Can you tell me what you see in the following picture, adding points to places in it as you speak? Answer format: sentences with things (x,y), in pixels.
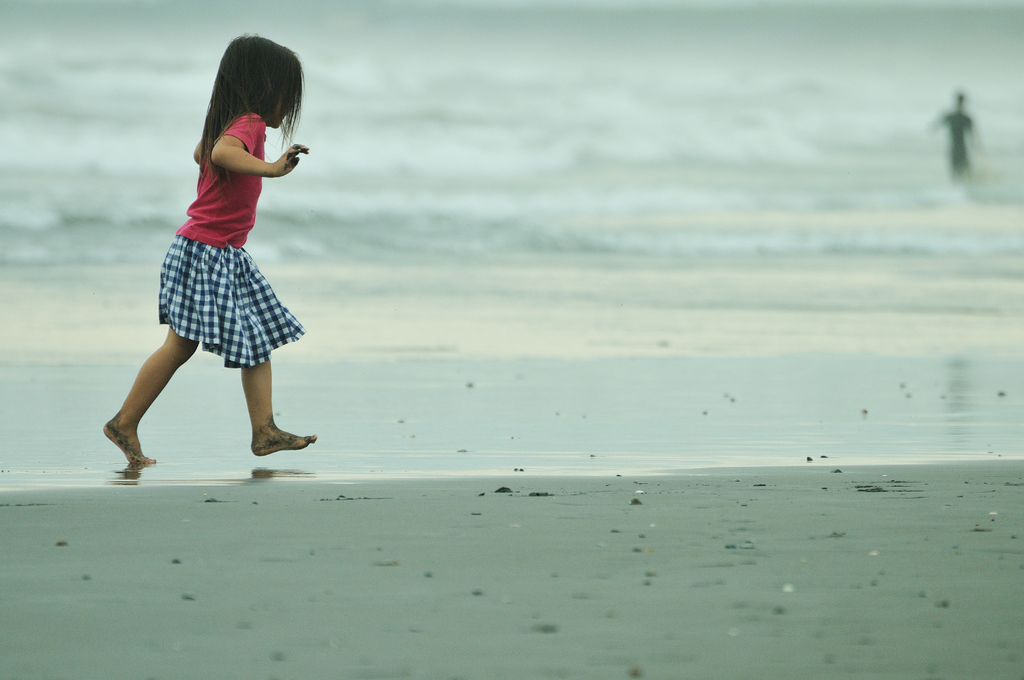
In this image we can see there is a girl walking in the beach (887,523), also there is another man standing in the middle of beach (306,539).
